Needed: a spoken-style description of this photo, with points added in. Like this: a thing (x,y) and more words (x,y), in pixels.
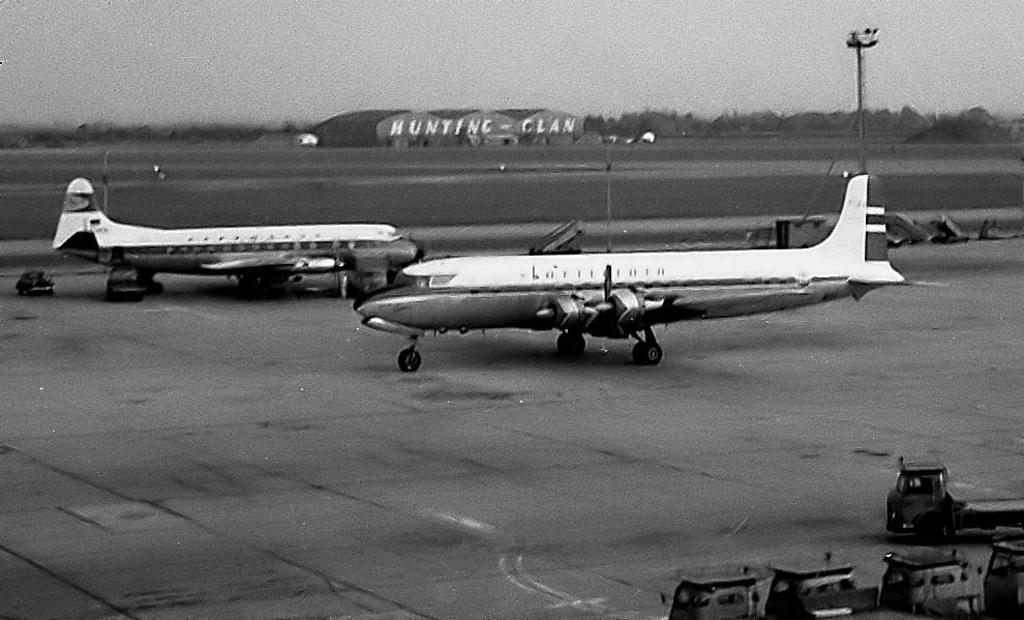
In this picture we can see few airplanes (424,304) on the ground (654,431), beside to the airplanes (599,312) we can find few vehicles (937,477) and poles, in the background (850,136) we can see trees (856,131) and buildings (404,122).
